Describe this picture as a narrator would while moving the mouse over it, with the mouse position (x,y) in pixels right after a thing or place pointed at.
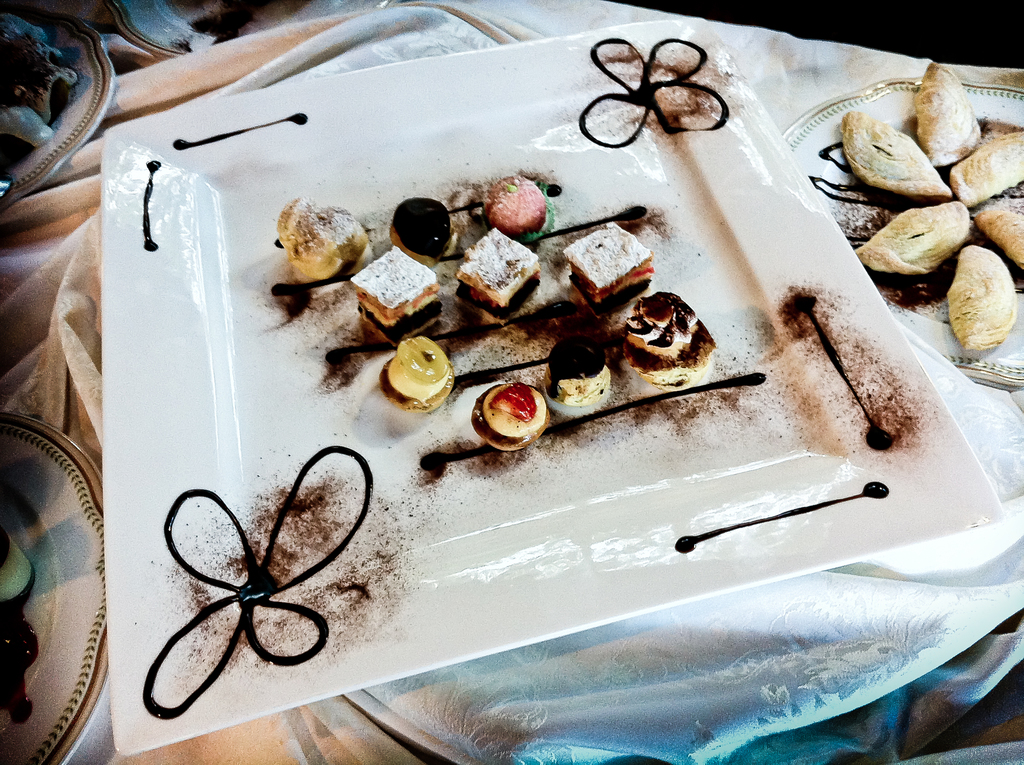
In this image we can see there is a plate (452,343) and food item (608,273) in it, on the right (987,185) there is a food item (934,219) in the plate (1022,99) and some objects (22,5) on the table (75,359).
